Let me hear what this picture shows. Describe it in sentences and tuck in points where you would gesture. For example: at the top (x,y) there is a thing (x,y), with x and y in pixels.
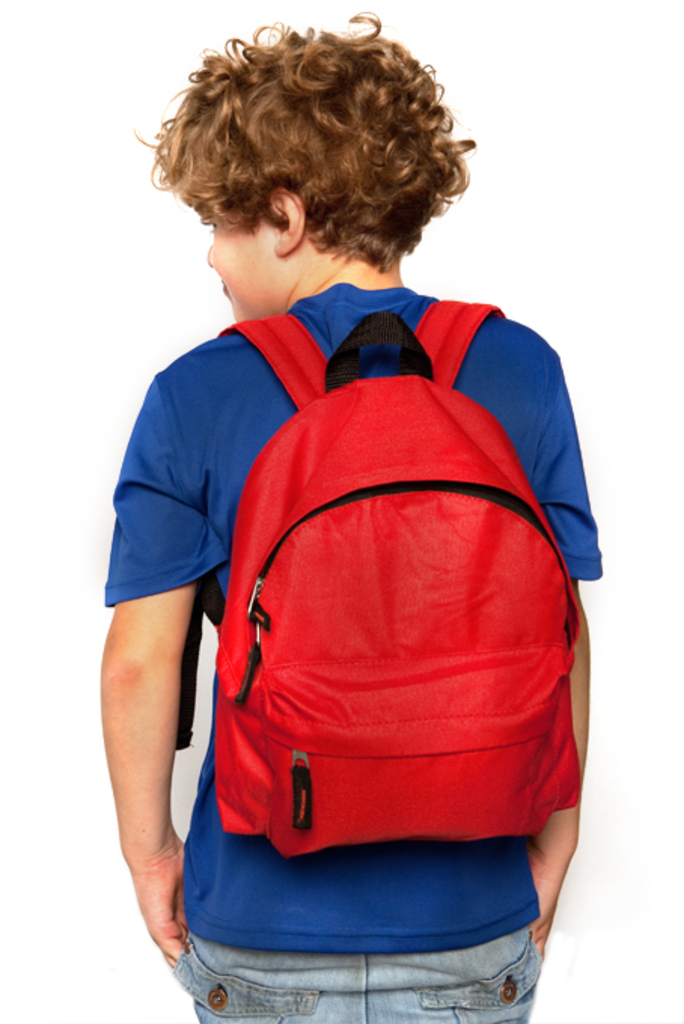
In this picture we can see a boy (500,398) wore blue color T-Shirt (249,368) carrying bag (442,461) to his back (210,409).
